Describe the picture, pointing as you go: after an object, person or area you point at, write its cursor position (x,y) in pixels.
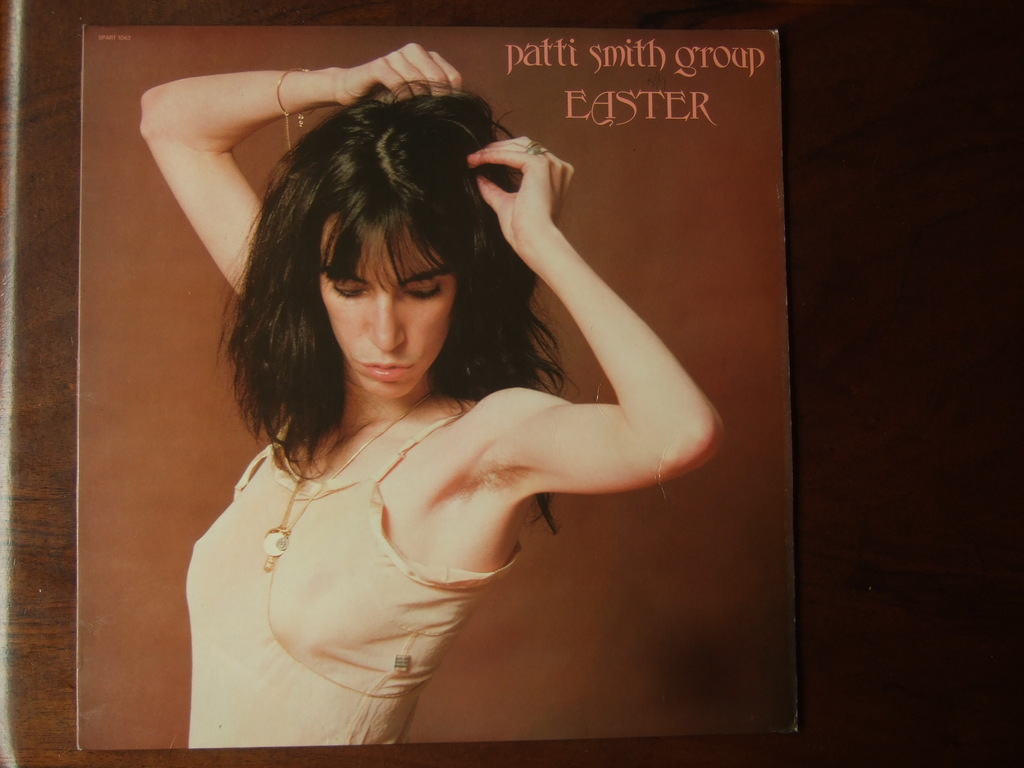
In this picture we can see an album cover (764,413) on the wooden surface (951,254) and on this album cover (526,196) we can see a woman (442,233) and some text (601,95).
